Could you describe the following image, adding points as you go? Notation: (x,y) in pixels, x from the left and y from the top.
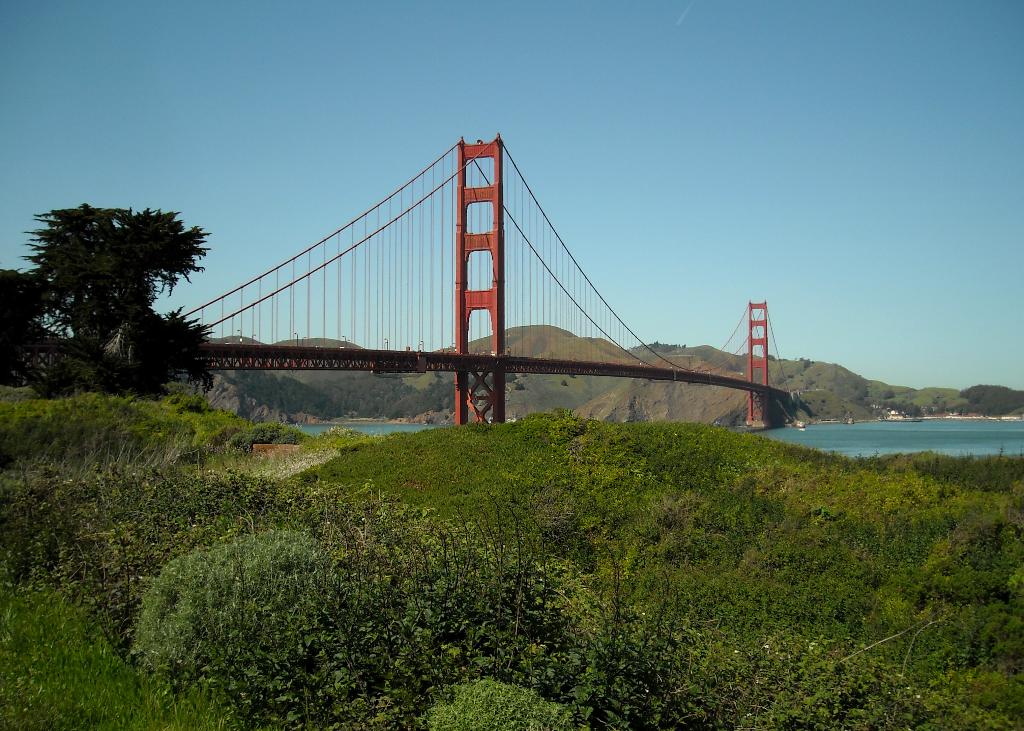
In the picture we can see, full of plants (893,710) and near to it, we can see some tree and bridge (497,176) from one corner to another corner of the hill (519,337) and in the background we can see a sky (400,316).
